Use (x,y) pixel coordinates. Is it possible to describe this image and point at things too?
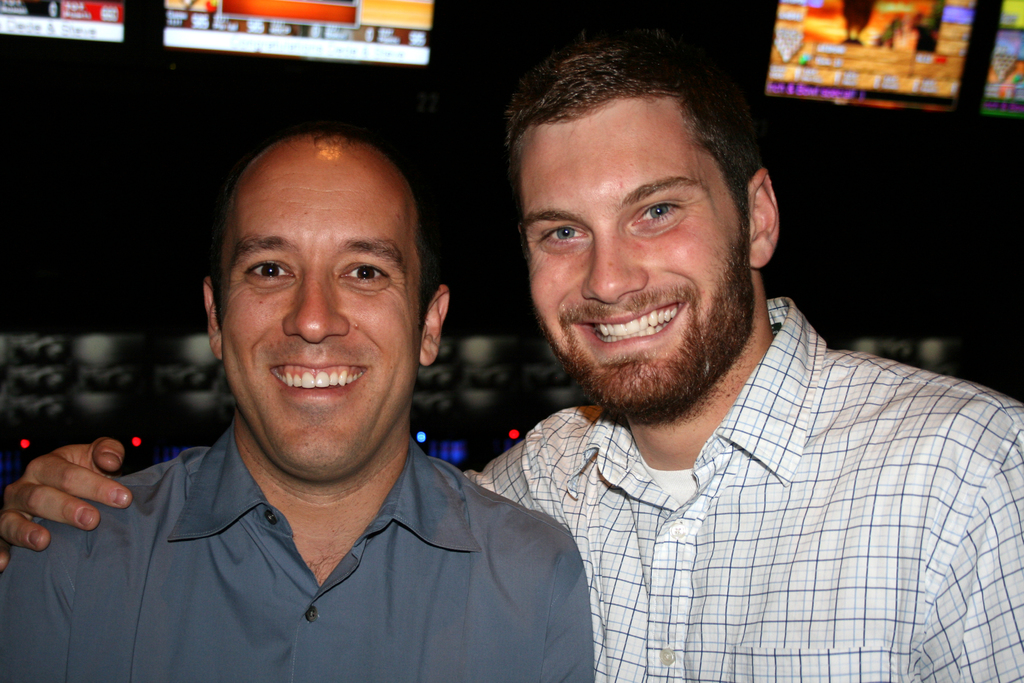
In this picture there are two persons (560,559) standing and smiling. At the back (28,9) there are screens (42,0).
